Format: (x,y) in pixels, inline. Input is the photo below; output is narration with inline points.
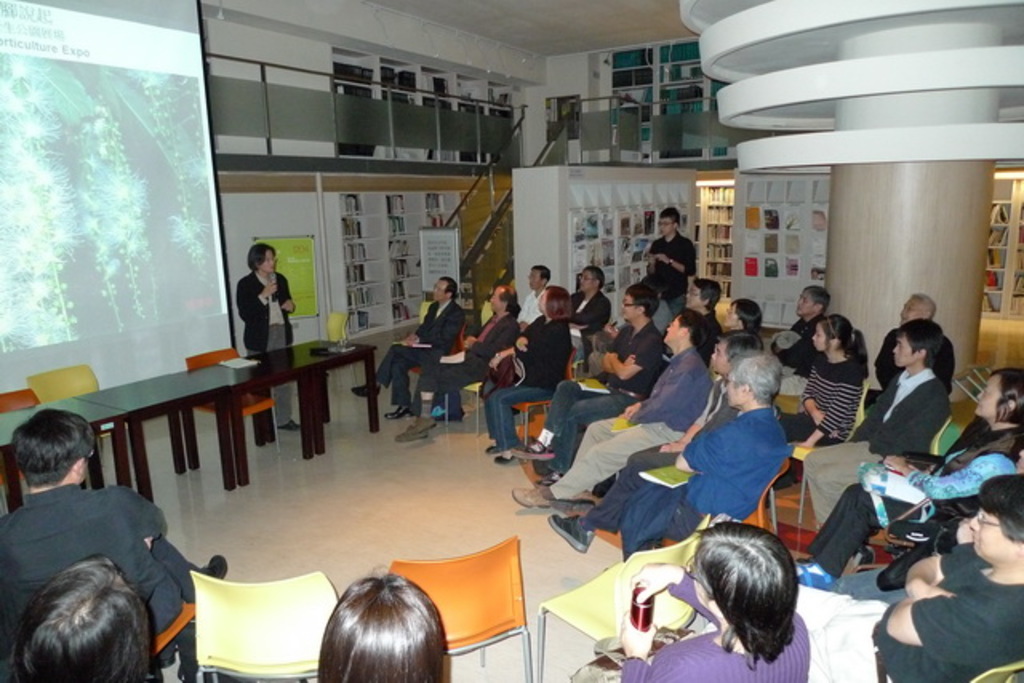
In this picture there are people (148,613) sitting on chairs (614,599) and two people (291,329) standing and we can see objects (321,351) on the table (309,360), pillar (863,232), boards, floor (367,416) and objects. In the background of the image (236,158) we can see screen (69,211), railings (491,185), wall (306,215) and objects (1000,215) in racks (759,222).
